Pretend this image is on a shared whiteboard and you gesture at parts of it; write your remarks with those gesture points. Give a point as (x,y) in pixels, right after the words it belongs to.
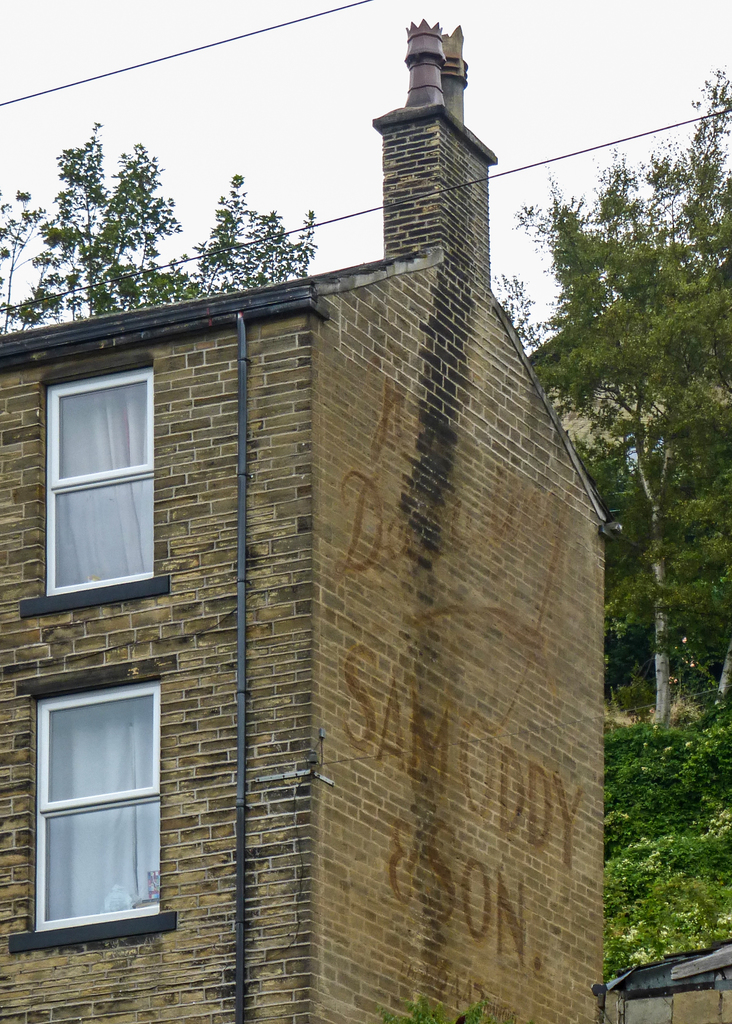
In this picture we can see few trees (592,284), cables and a building (447,660), and also we can see a pipe (241,623) on the building (247,679), in the building (247,671) we can see few curtains (138,815).
